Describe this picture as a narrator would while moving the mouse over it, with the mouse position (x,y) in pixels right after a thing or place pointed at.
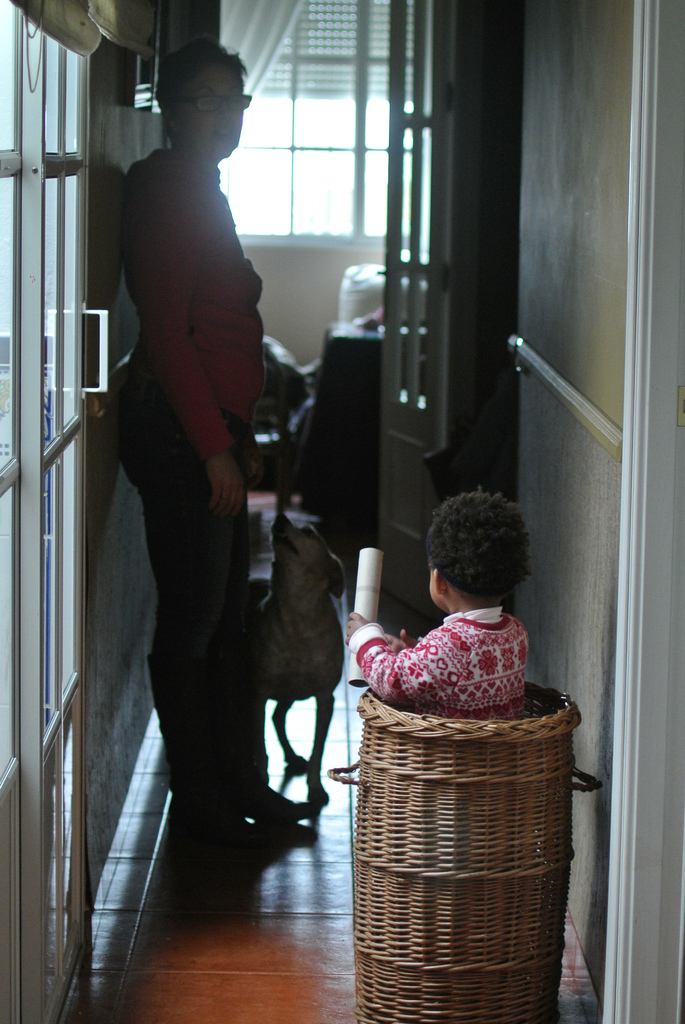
In this image we can see a kid (403,645) in the basket (418,768), he is holding a paper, there is a lady (260,719) and a dog (278,732), there are doors (43,376), windows (323,199), also we can see some objects (348,428) in the background (299,365), and there are walls (518,611).
